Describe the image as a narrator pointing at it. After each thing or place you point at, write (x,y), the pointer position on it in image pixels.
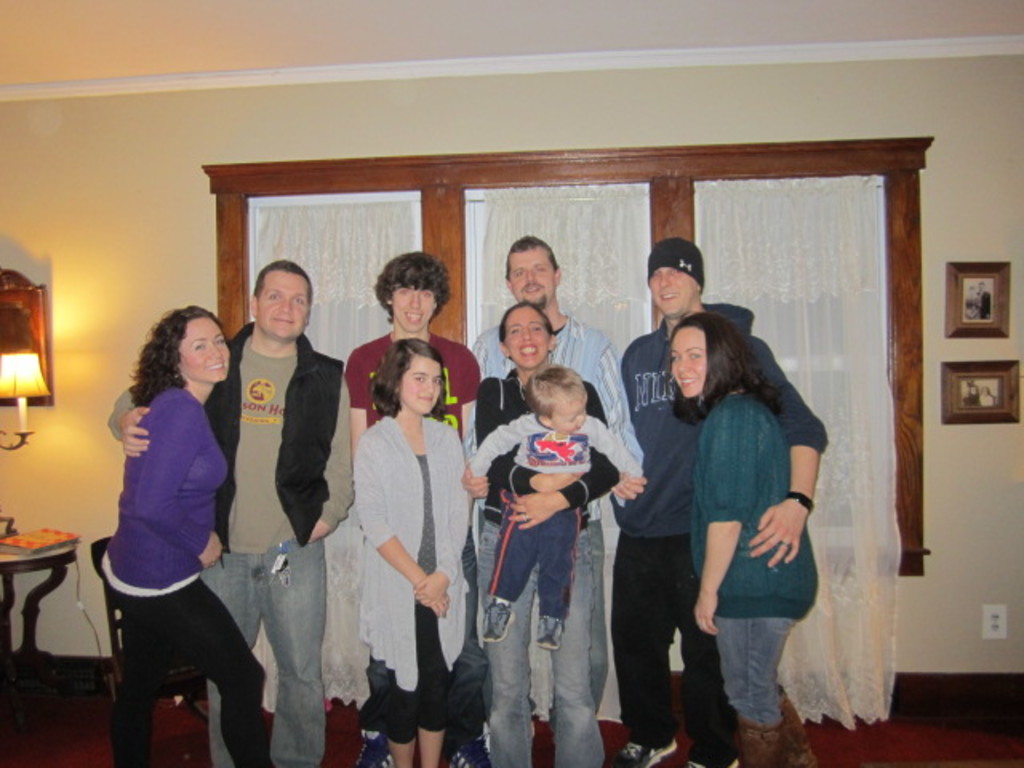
In the picture we can see some people (657,660) are standing and woman (556,651) is holding a baby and they all are smiling and behind them we can see a window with a wooden frame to it and beside it we can see a table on it we can see a book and a lamp stand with a lamp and on the other side we can see a photo frames (988,377) with photos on it.
